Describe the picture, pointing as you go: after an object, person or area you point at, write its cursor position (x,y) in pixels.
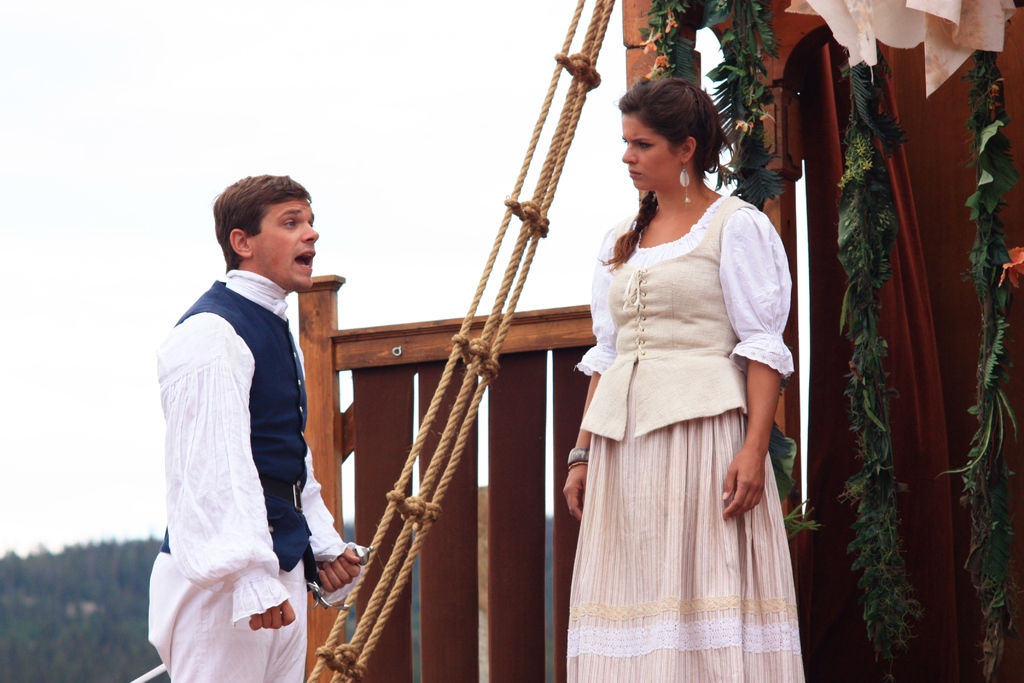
In the picture we can see a person (192,538) wearing a white color dress (214,538) and blue color jacket (275,325) is standing here by holding a sword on the left side of the image (223,593) and on the right side of the image (722,465) we can see a woman (699,463) wearing a white color dress (699,456) is standing. Here we can see the ropes (425,413), wooden wall (545,442), some decorative objects (1003,426), trees (57,655) and the sky (409,43) in the background (120,163).
